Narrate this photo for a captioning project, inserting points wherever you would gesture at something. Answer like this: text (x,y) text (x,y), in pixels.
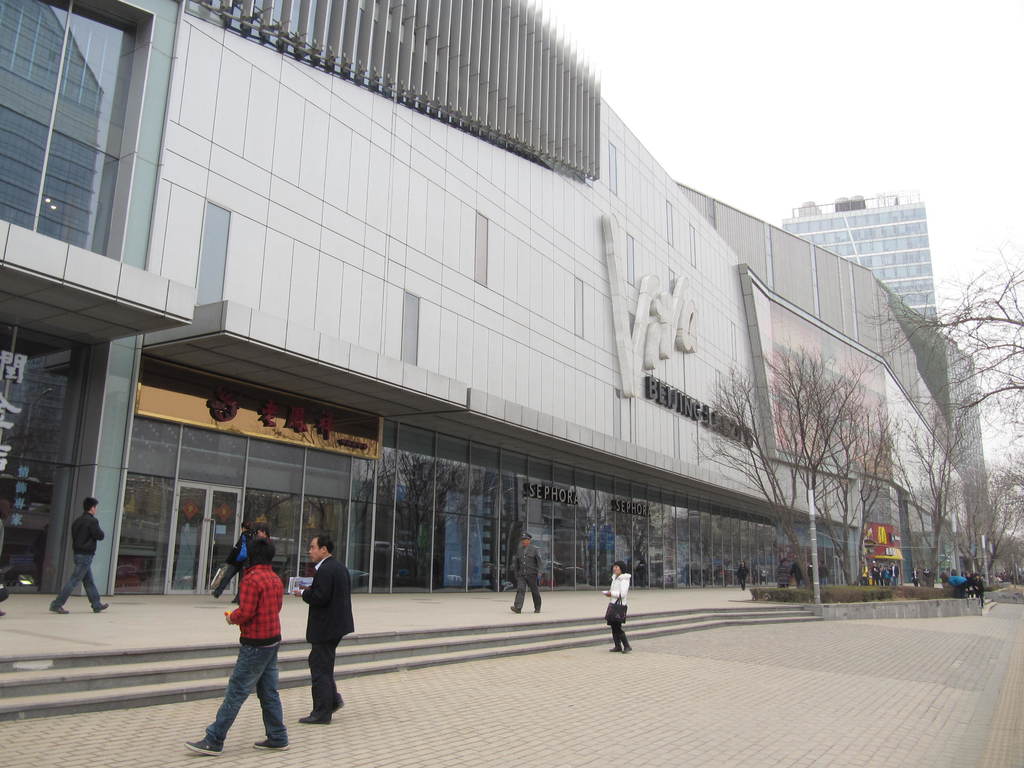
In this image we can see buildings (700,262), trees (804,413), few people (520,600) in front of the building (497,223), stairs (507,634) and the sky (828,84) in the background (871,101).
